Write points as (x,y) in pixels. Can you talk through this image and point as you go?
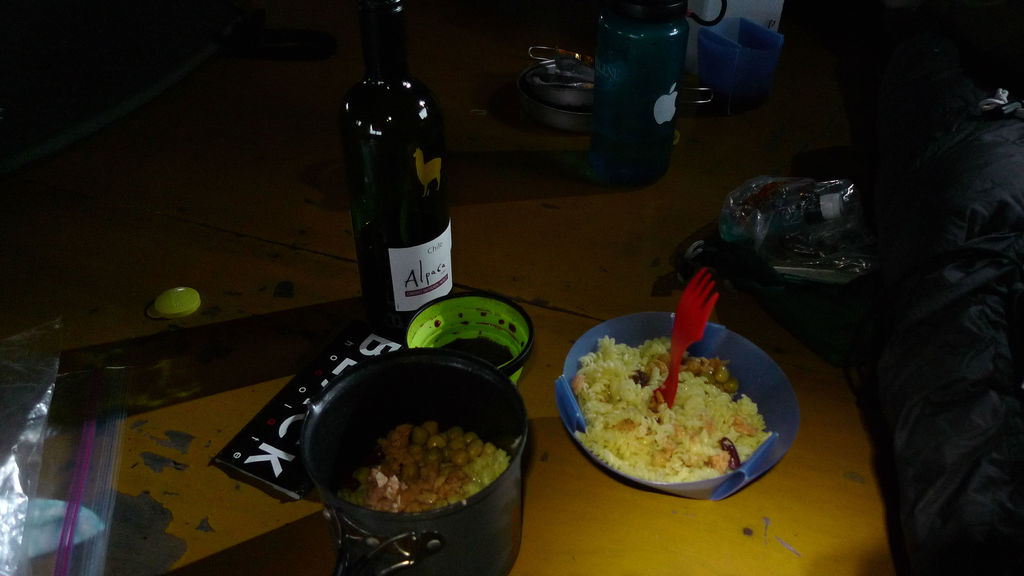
This Picture describe about the food (619,347) and wine bottle (430,290) on the wooden table (528,370), On the right (980,195) we can see the black color puff jacket (963,405) and small plastic cover (802,246), Center we can see the food (688,417) in the plate (669,404) and red fork (680,350), On the left (71,437) plastic covers (53,505).
